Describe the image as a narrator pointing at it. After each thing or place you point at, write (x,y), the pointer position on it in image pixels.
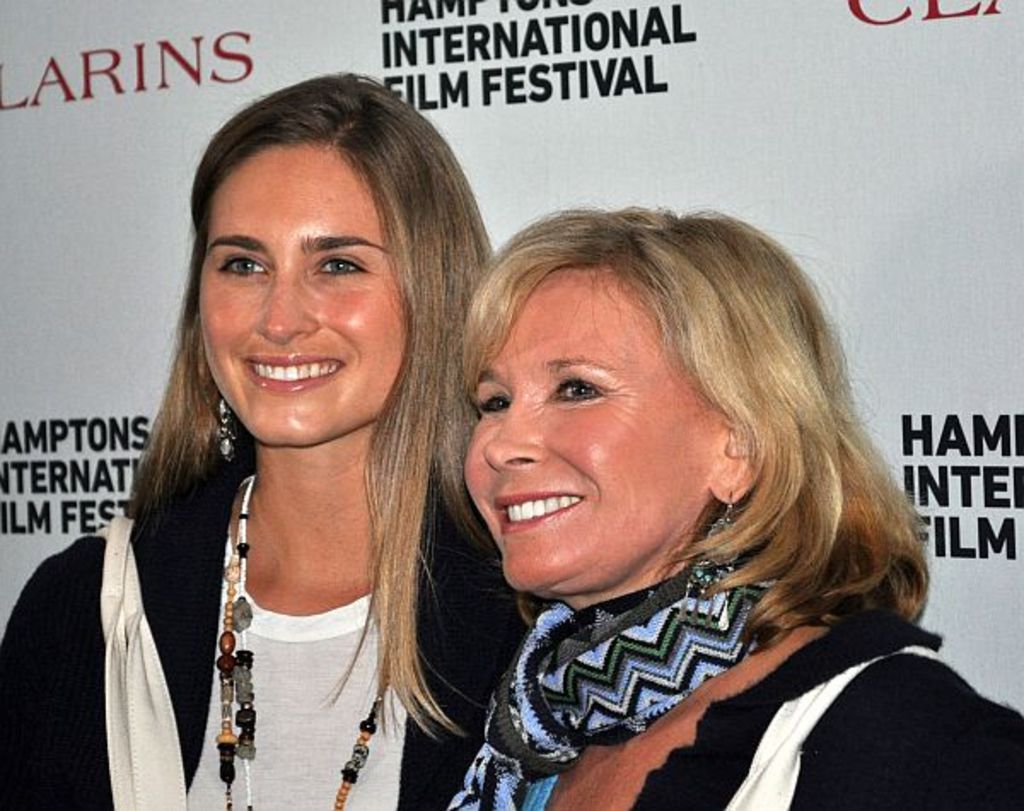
In this image there are two women (444,429) with a smile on their face (560,554), behind them there is a banner (507,101) with some text (18,473) on it.
